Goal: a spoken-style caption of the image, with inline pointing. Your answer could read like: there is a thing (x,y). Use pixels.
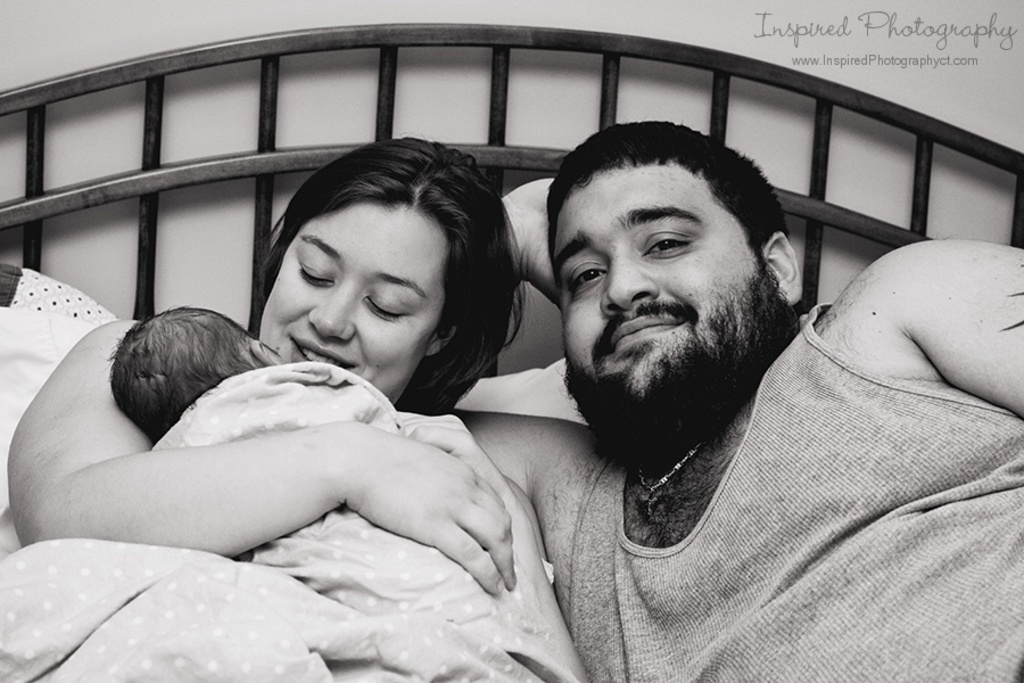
In this image we can see black and white picture. In this image we can see man (609,407), woman (142,443), baby (244,412) on the bed (728,103). At the top right corner (849,43) we can see text (896,22).
